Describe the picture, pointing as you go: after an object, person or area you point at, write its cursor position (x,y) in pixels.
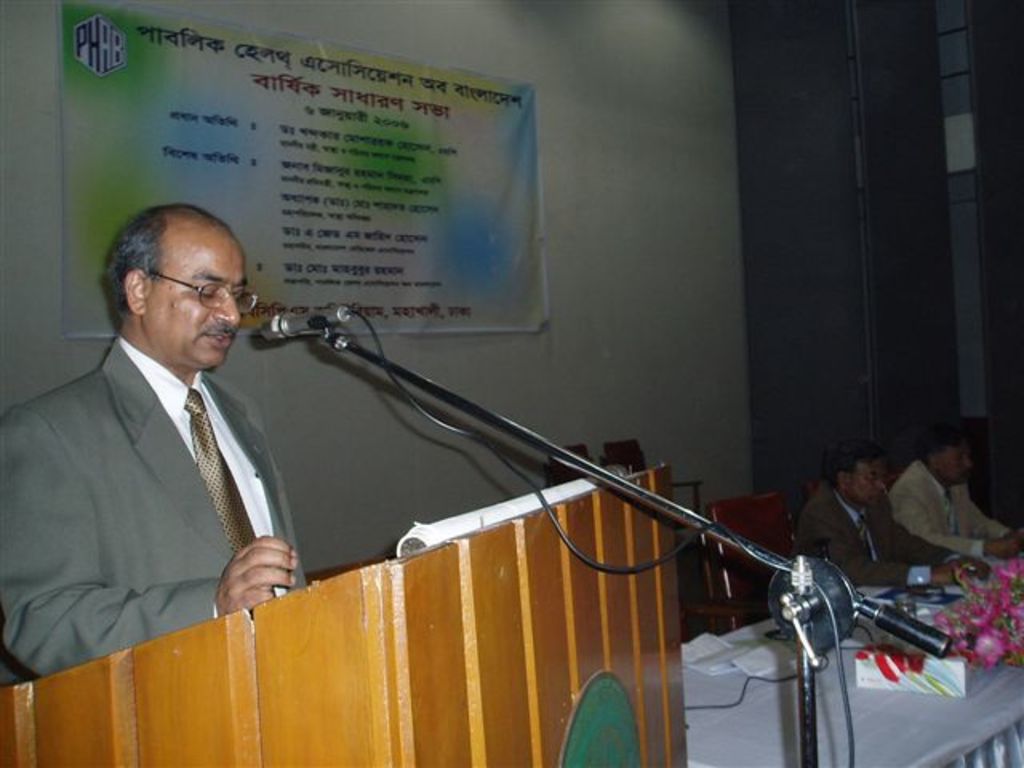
In the foreground of the picture (416,610) there is a mic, cable (616,567), podium (460,562) and a person (173,441) standing and talking. In the center of the picture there are table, flower vase (954,622), people (938,517), chairs (731,569) and other objects (902,679). At the top (405,142) there is a banner (425,136).
